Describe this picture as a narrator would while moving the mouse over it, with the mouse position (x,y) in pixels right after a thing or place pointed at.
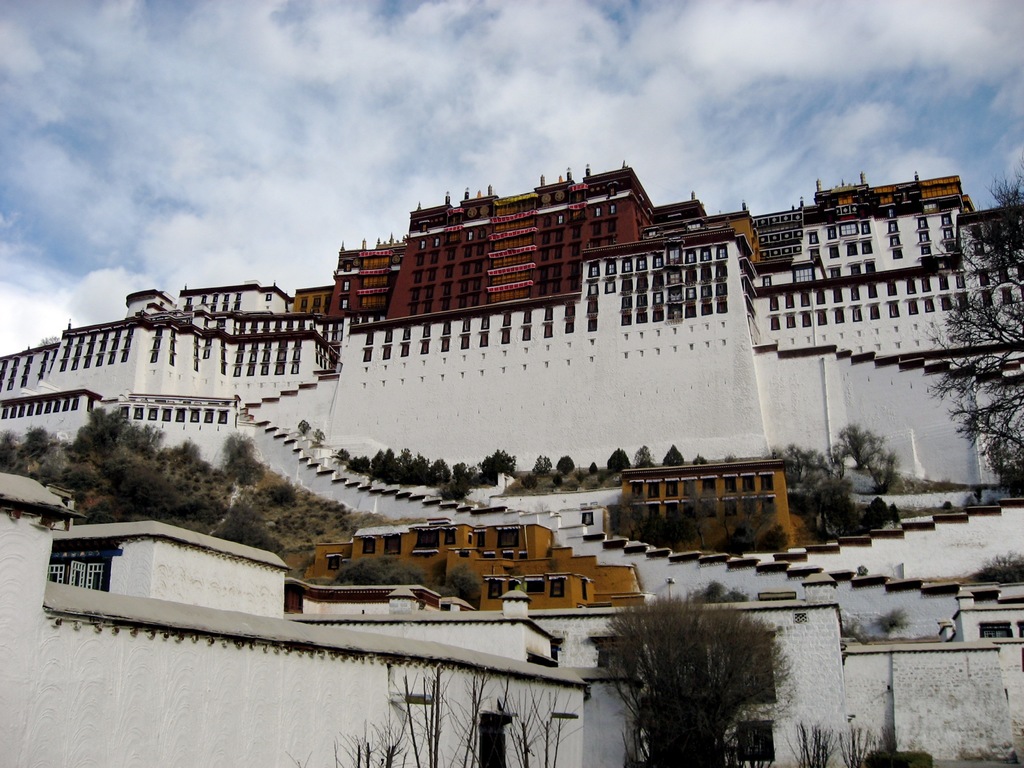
This picture might be taken from outside of the building (427,386). In this image, in the middle (385,470), we can see some trees (717,749) and plants (683,762). In the background (547,547), we can see some buildings (563,549), windows (92,401). At the top (348,120), we can see a sky (46,255) which is cloudy.
